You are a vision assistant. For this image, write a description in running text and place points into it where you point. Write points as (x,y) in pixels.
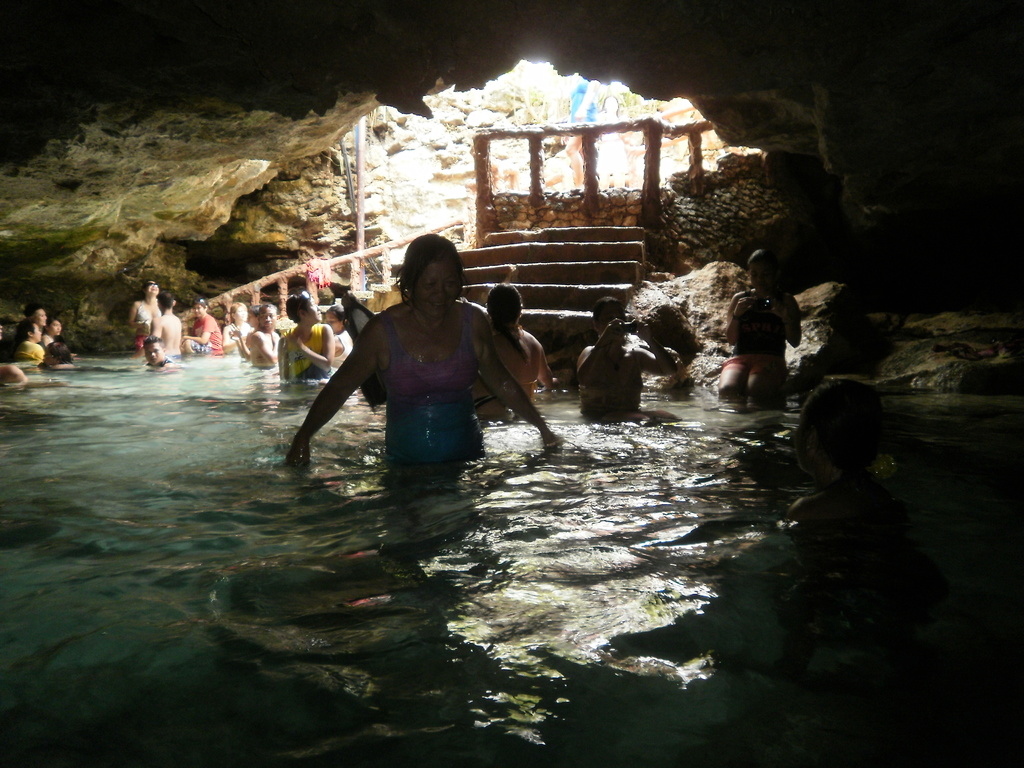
In the picture I can see many people (453,284) are standing in the water (500,489). Here I can see the rocks (392,186) in the cave (889,144), I can see the steps (558,308) and the stone wall (671,200) in the background (497,232).
